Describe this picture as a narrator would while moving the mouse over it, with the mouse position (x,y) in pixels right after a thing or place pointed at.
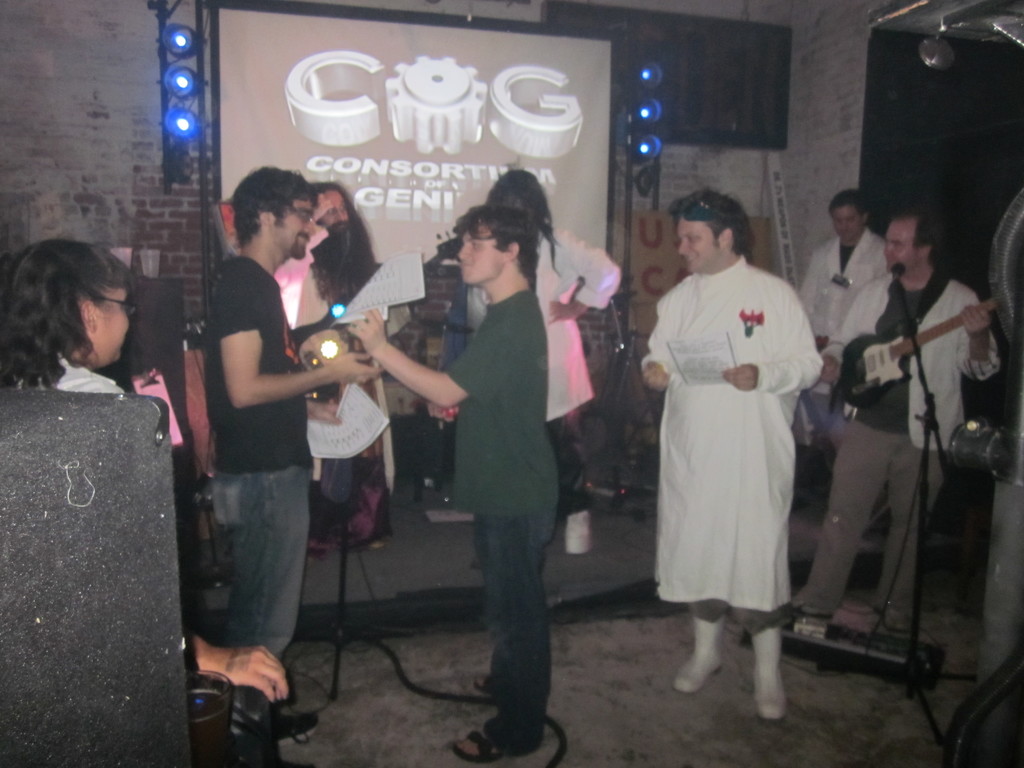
In the image we can see there are people (565,348) standing on the floor (474,713) and they are holding papers (349,444) in their hand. There is a man (959,328) standing and holding guitar (884,378) in his hand (817,378). There is an extension box (835,652) kept on the floor (722,684) and behind there is a projector screen (360,117) and there are lightings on the pole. There is a speaker box (129,710).
